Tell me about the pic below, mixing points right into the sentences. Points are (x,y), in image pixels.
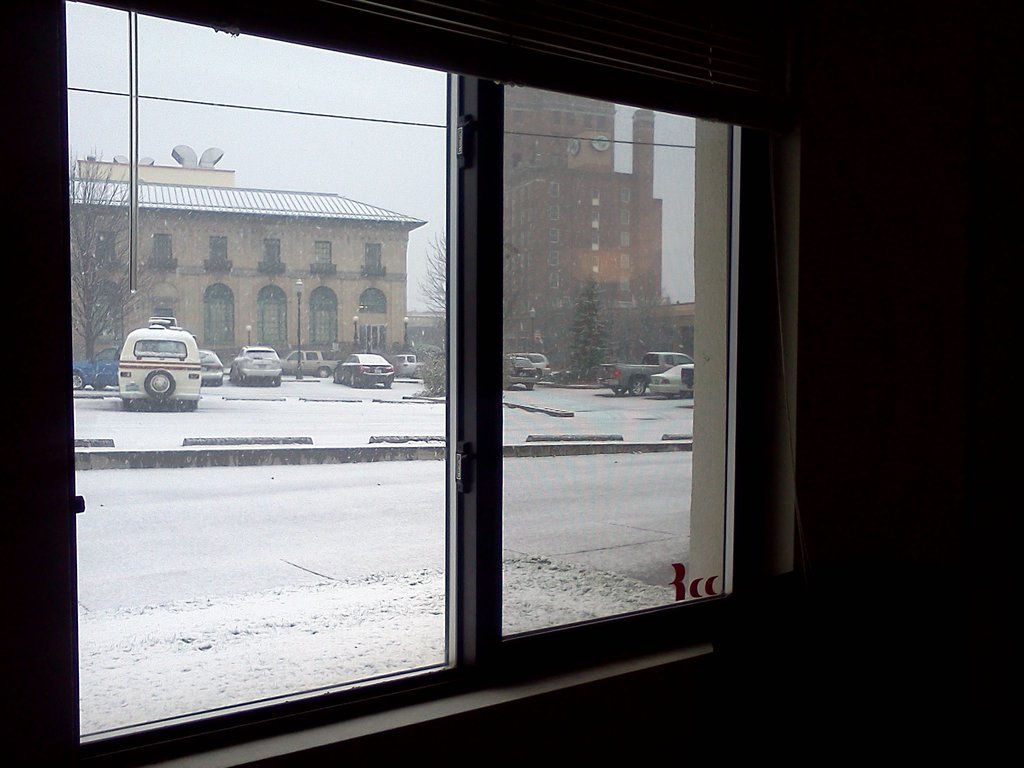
This image is clicked from inside the window (614,343). where we can see that there is a building (272,281) in the middle (369,278). In front of the building (251,315) there are few cars (257,349) parked on the road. On the road (247,511) there is snow (214,422).
